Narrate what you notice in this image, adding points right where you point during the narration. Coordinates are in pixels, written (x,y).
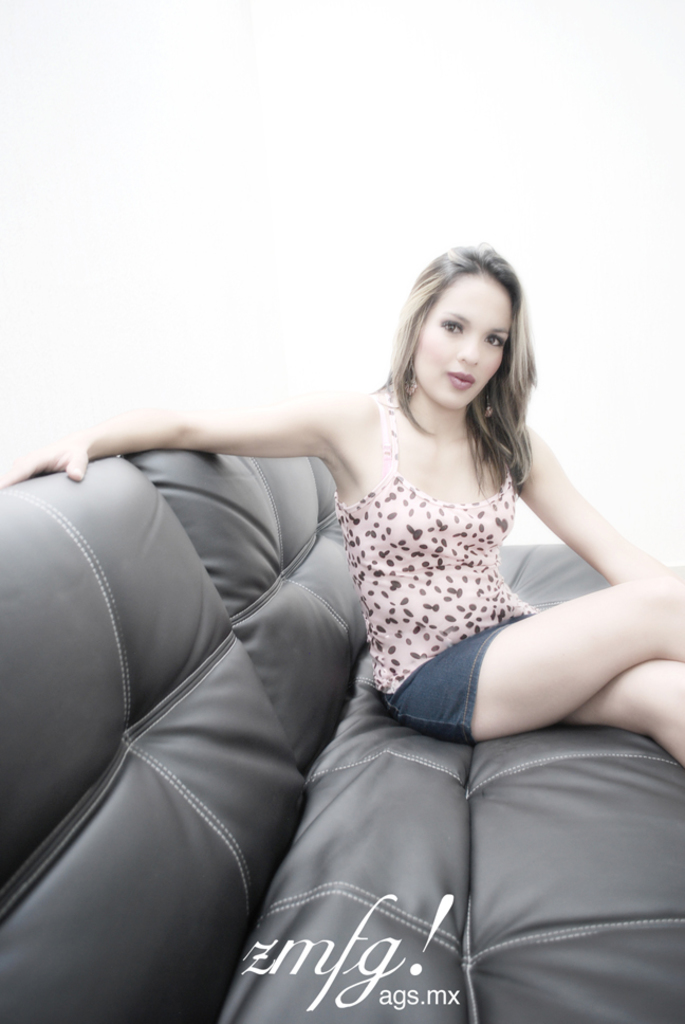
In the foreground of this image (487,511), there is a woman (494,608) sitting on a couch (340,836) and the background (142,246) image is white.
